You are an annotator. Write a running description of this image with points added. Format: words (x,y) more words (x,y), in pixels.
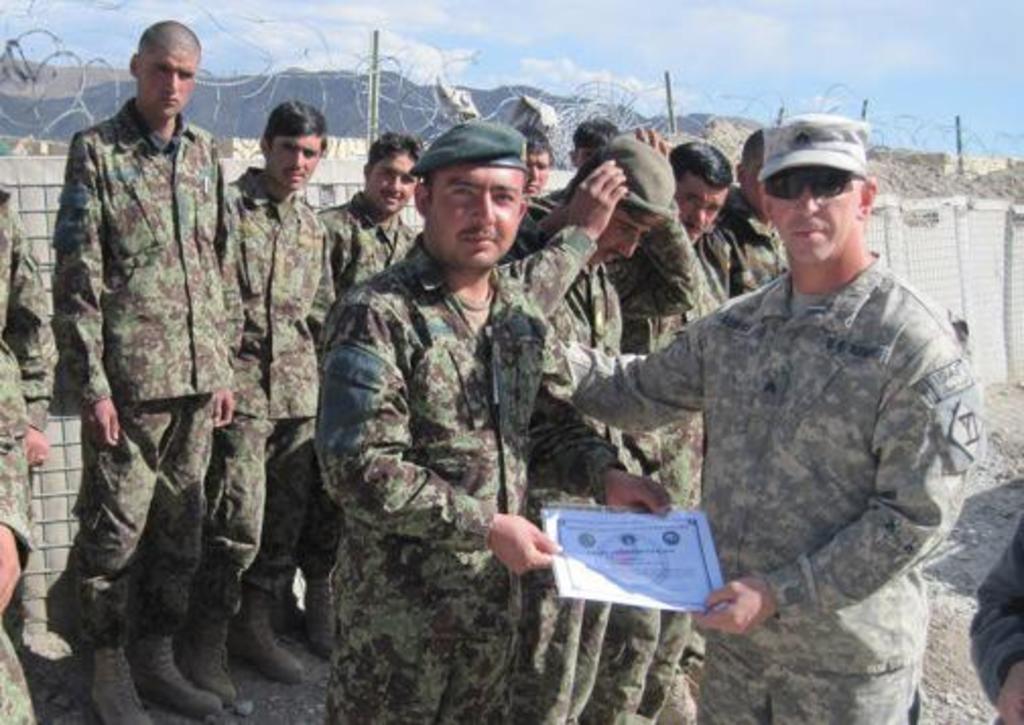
In this image, we can see two people (494,408) holding certificate (581,521) in their hands (535,558). In the background (303,145), there are some people (287,354) and we can see a fence (569,111).
